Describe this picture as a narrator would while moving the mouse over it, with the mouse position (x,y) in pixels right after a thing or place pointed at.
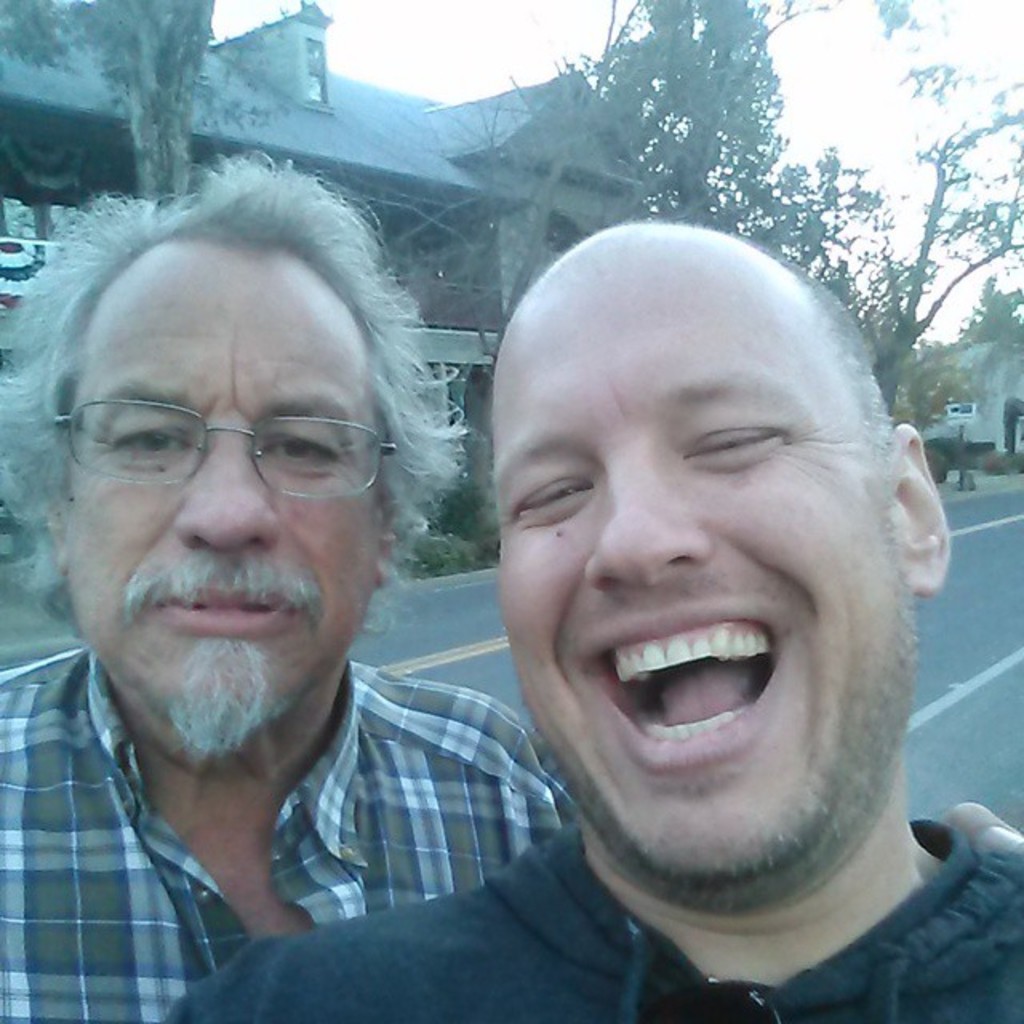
In this image there are two men (347,786) in the middle (560,666). The man (719,753) on the right side (728,925) is laughing by opening his mouth (612,639). Behind them there is a road (963,734). In the background (372,133) there is a building (382,120). Beside the building (473,180) there are trees (755,180).
